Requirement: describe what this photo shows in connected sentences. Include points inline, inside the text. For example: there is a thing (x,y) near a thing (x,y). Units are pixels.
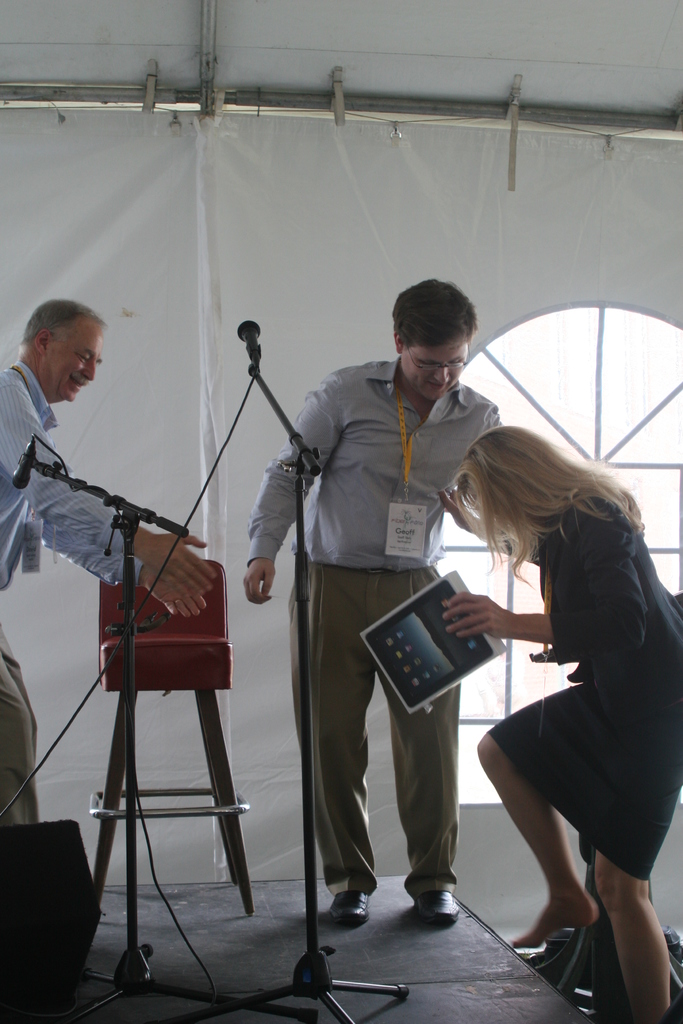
In the foreground of the picture (233,960) there is a stage (483,945), on the stage (475,985) there are microphones (127,873), chair (97,815), speaker (57,892). In the center of the picture (349,480) there are two men (365,489) and a woman (582,693). In the background (438,210) there are window (635,347), curtain (274,198) and iron bars (274,90).
